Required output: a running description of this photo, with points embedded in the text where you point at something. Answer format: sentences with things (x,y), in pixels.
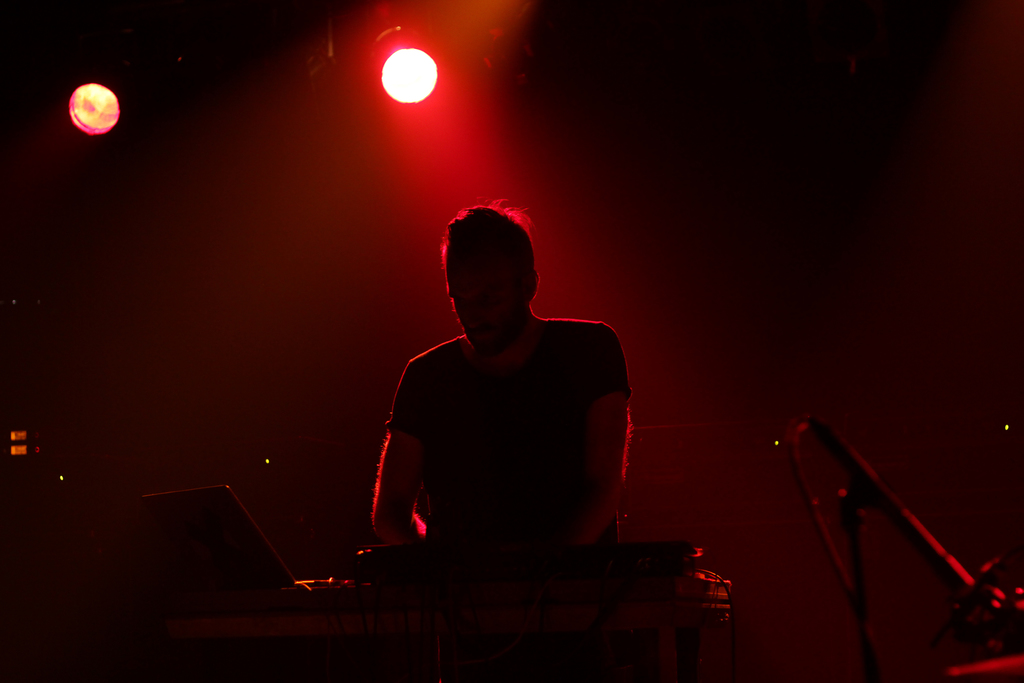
It is a music concert, a person (528,404) is playing an instrument (467,575) and behind the person (574,373) there is a red color light (396,60) focusing on the stage (667,478), on the right side (941,548) there is another musical instrument (916,533).
